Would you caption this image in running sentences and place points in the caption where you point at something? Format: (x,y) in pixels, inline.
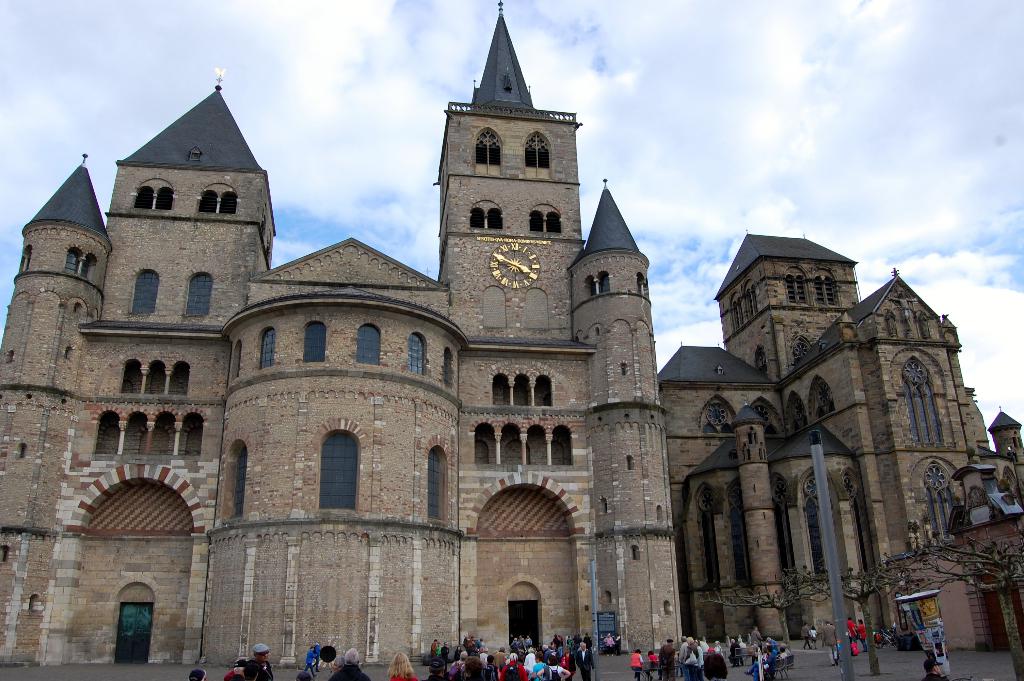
In this image I can see few persons (602,638) are standing on the ground (643,655), a huge pole (854,661), few trees (866,591) and few buildings (765,484) which are brown and black in color. I can see a clock (497,275) which is gold in color to the building (482,284). In the background (357,130) I can see the sky (303,104).
